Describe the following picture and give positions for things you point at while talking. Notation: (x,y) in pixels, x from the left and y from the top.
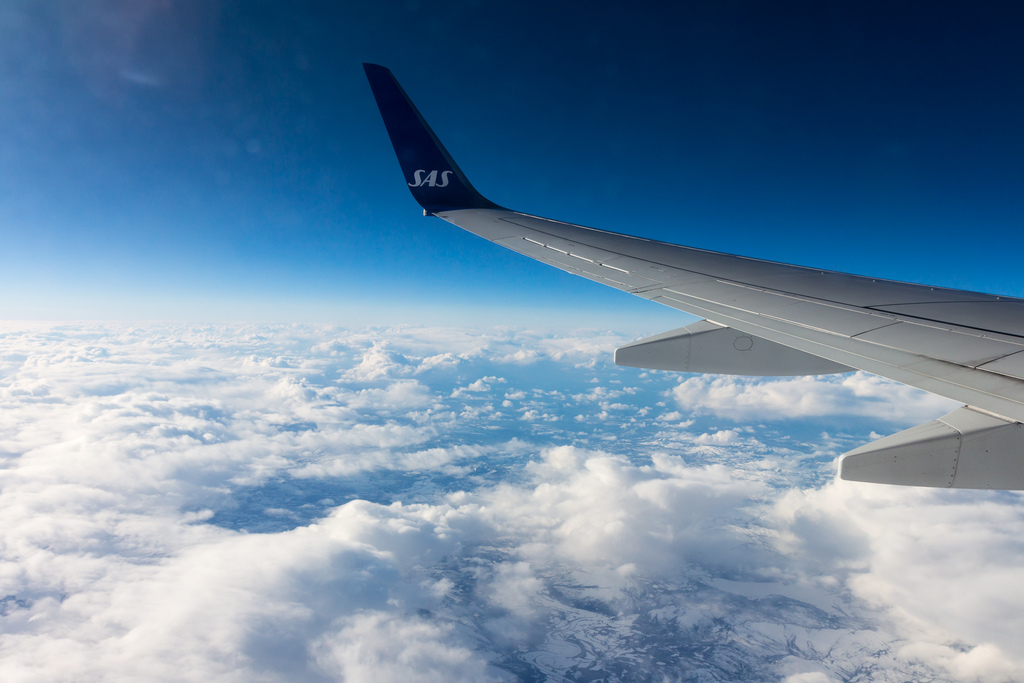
In this image we can see aeroplane (995,359) in the air (801,259). At the bottom (166,457) there are clouds (185,471) and at the top (198,131) there is sky (212,189).
